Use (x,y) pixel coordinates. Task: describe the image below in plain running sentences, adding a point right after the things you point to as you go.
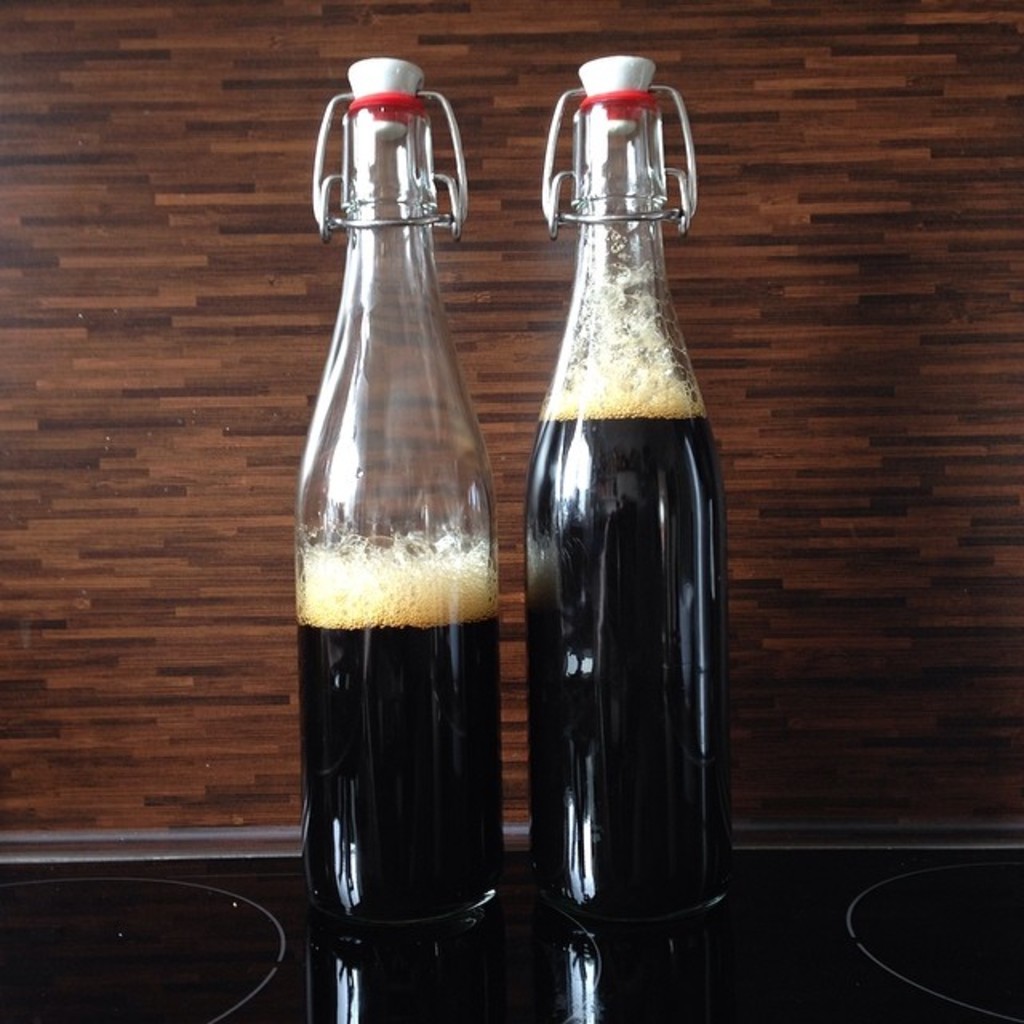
In this image we can see two wine bottles (631,903) which are kept on this glass cooktop (770,995).
